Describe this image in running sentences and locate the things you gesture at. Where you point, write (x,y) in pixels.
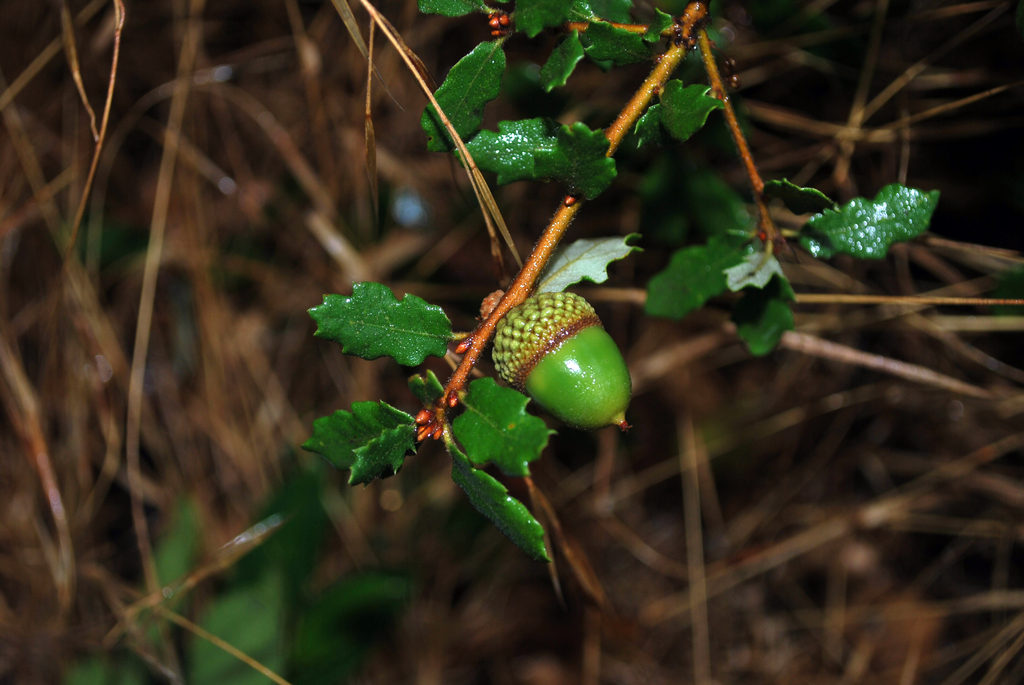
In this image in the foreground (399,294) there are plants (384,465) and fruits (620,350), and in the background (843,488) there is dry grass (213,168).
